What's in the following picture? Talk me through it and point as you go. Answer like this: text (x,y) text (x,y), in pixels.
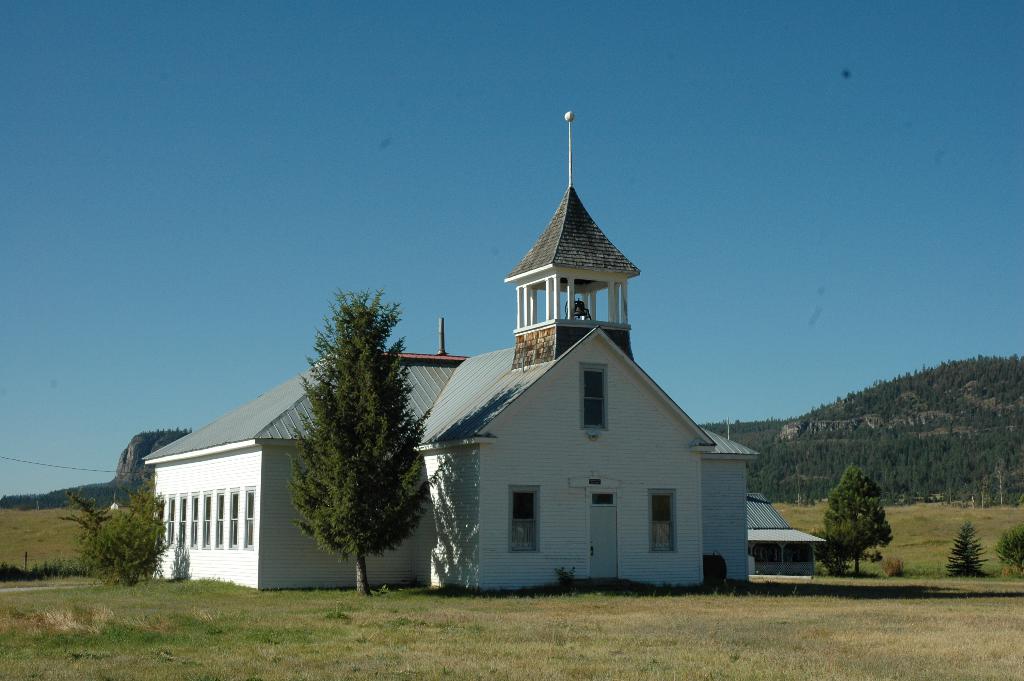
In the image I can see a place in which there is a house (624,433) and around there are some trees (362,569), plants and some mountains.
